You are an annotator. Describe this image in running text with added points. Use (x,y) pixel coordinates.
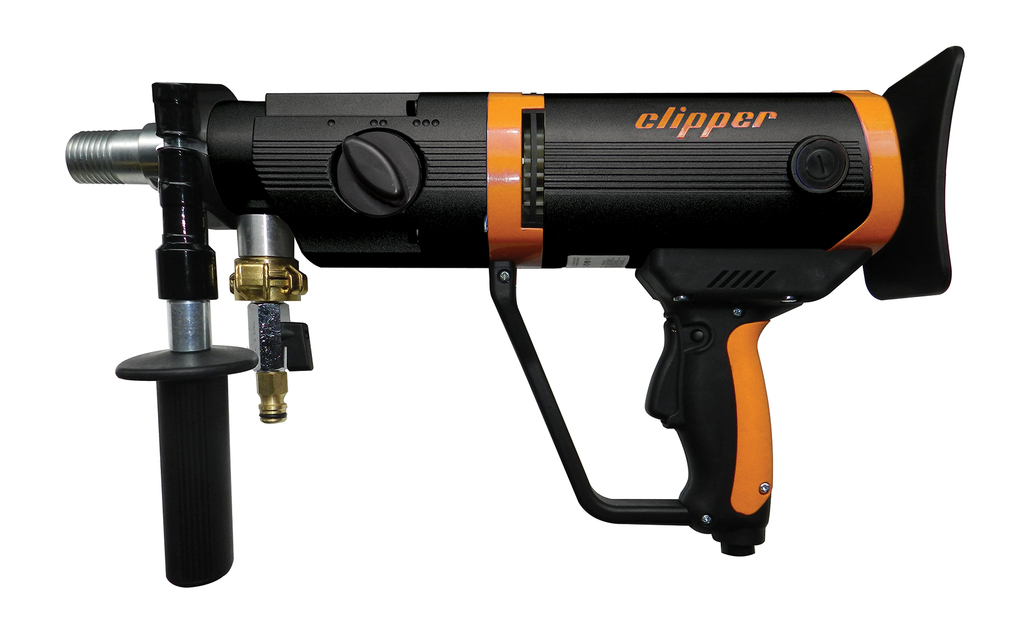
In the image there is a drill (485,174) with an adjusting valve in its front and the background (29,247) is white in color.
